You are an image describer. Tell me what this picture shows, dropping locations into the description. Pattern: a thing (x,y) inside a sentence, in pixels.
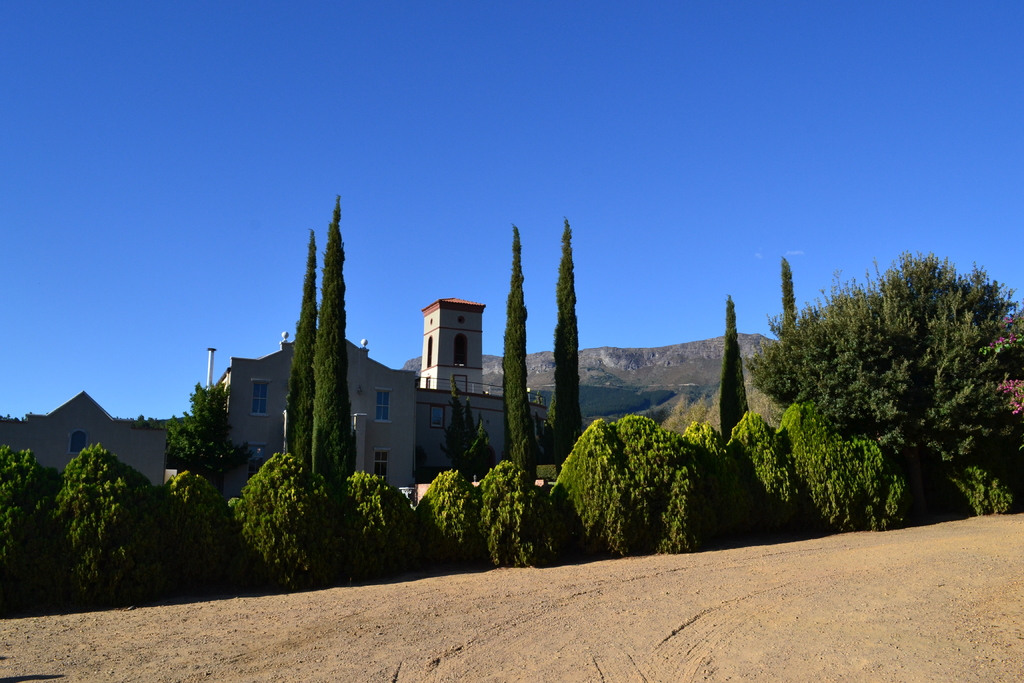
In the picture I can see few buildings (483,404) and trees (322,379) and there are mountains (623,389) in the background (583,380).
